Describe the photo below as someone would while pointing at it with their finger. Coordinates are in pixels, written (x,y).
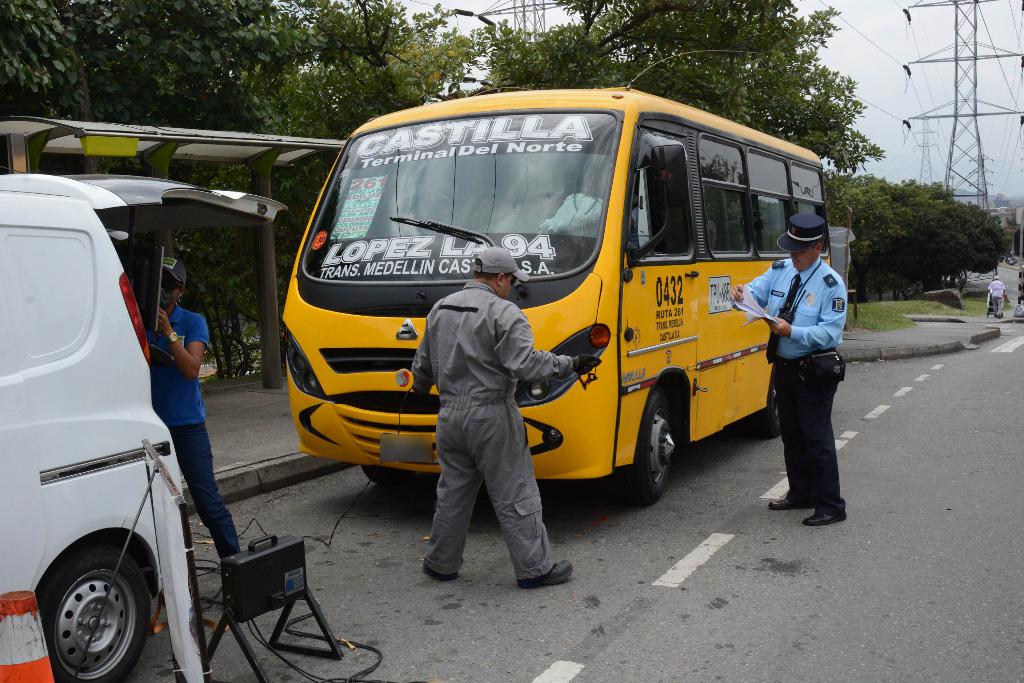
In this picture there is a security person (778,335) who is holding the papers (745,300). In front of him there is another man (492,394) who is wearing grey dress (473,348), cap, gloves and shoes (567,567). He is standing near to the yellow bus (602,266). On the left (173,292) there is a man (182,347) who is standing near to the board (168,529), car (145,570), traffic cone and box (304,572) which are placed on the road (504,563). on the right (995,311) I can see the persons (995,294) who are walking on the street (1009,281). In the background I can see the electric poles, wires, buildings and trees (857,185). In the top right (854,7) I can see the sky (848,29) and clouds (831,60).
